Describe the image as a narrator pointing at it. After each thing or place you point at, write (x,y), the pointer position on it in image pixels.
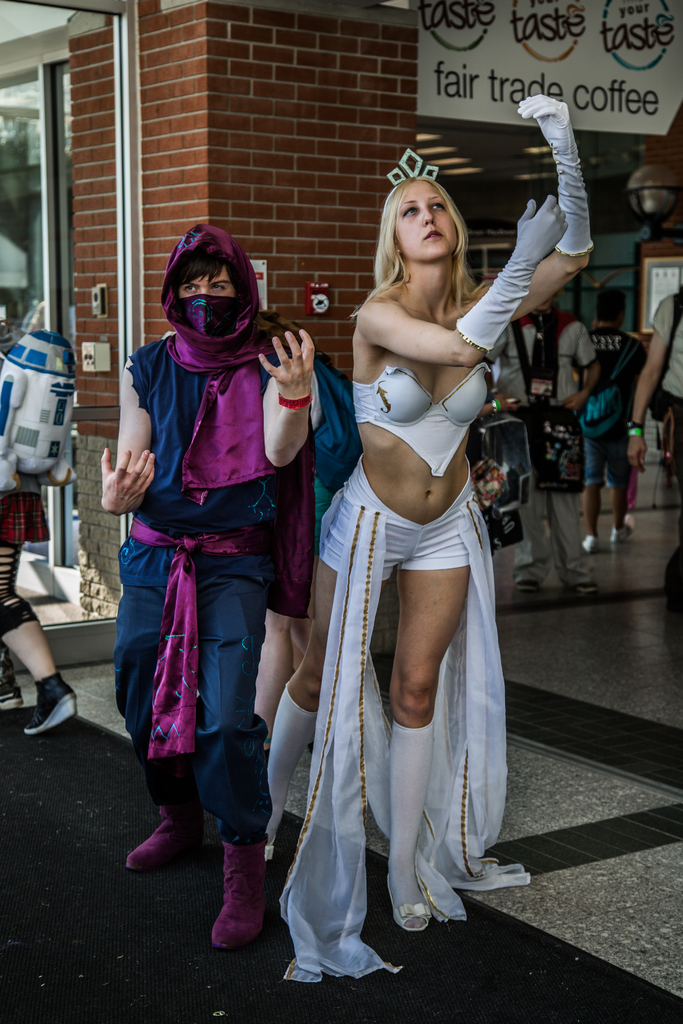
In the foreground of this image (408,892), there is a man (177,527) and a woman (433,621) in cosplay (429,541). In the background (18,509), there are people (620,448) walking on the floor (592,642), a pillar (299,143), glass wall (24,147), a lamp (642,222) and a board (527,50) at the top (472,50).
